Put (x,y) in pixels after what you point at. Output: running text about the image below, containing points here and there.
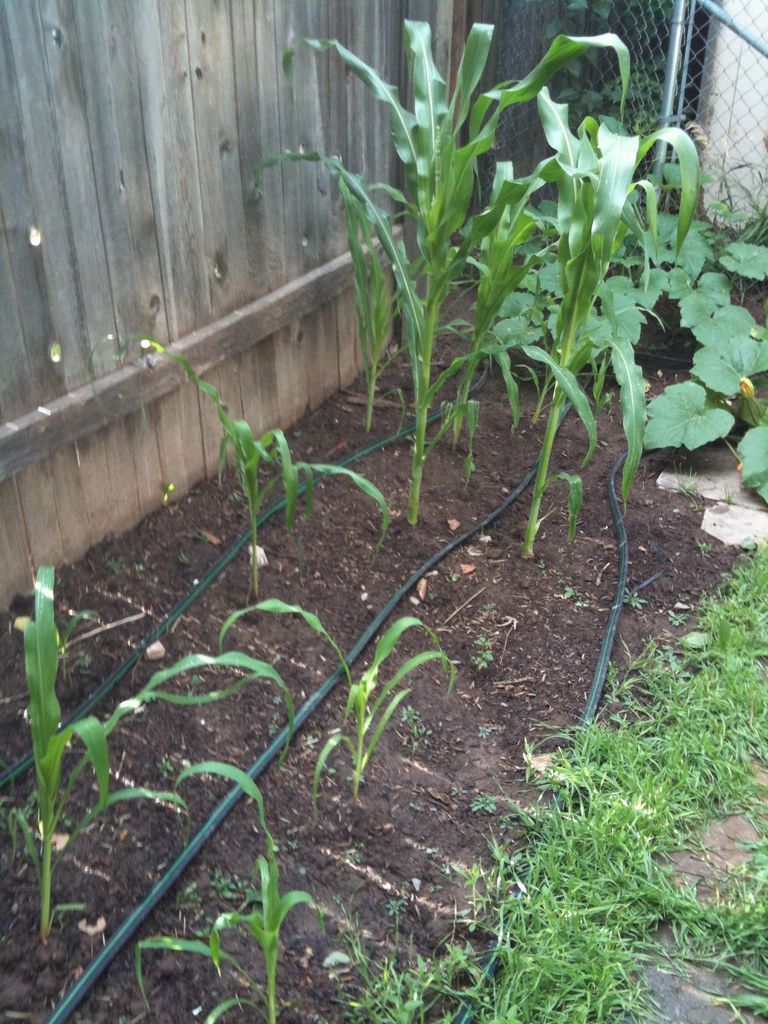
In this image there are plants (535,519) and pipes (447,555), in the background (7,113) there is a wooden wall (42,539), in the top right corner (678,50) there is fencing (656,68).
